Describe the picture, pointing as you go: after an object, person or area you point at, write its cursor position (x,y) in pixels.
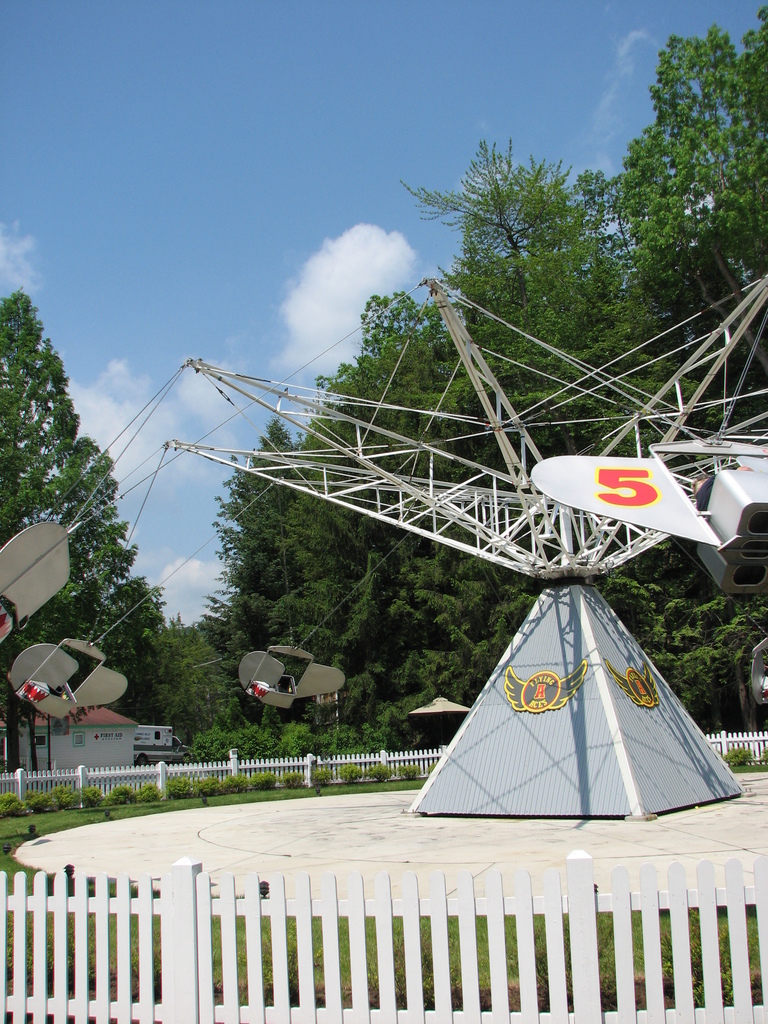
There is a white color fence (440,951). Besides this fence (621,968), there are plants (425,951) and grass (509,921) on the ground (482,928). Beside this grass (13,869), there is a circular platform (119,850), on which there is an object (723,777). In the background (668,219), there are trees (706,576), plants (234,723) and a building (121,742) on the ground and there are clouds (297,285) in the blue sky (472,66).
